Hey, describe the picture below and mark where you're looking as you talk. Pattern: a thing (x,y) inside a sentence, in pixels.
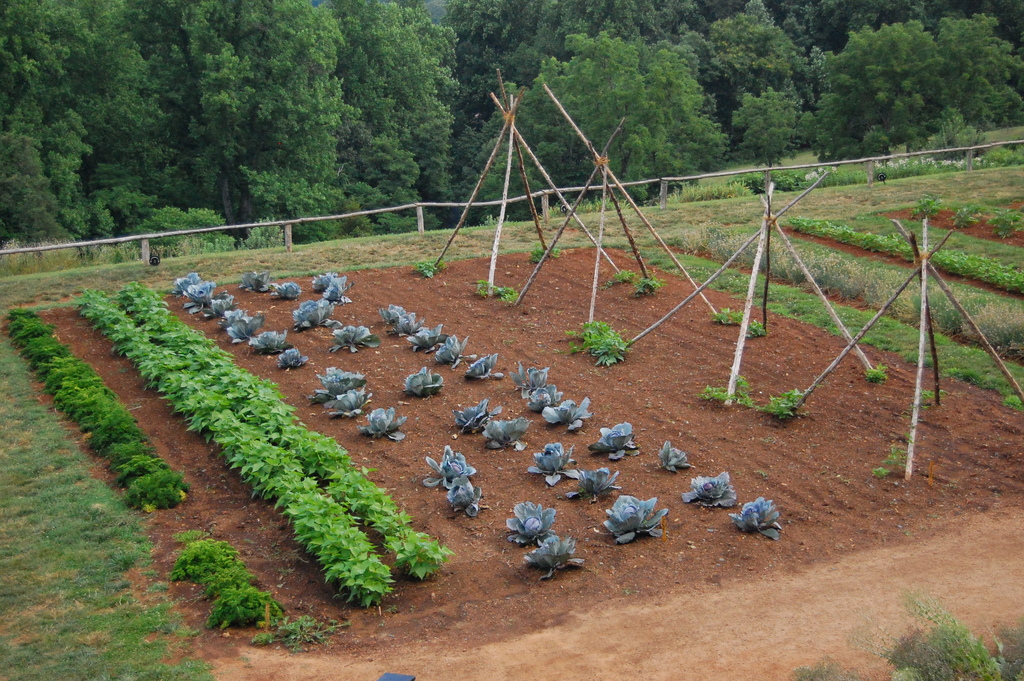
In this image at the bottom (926,494) there is sand (281,525), grass (103,503), plants (171,333) and some wooden sticks (839,363). And in the background (147,251) there is a fence (993,146) and trees (374,41).
